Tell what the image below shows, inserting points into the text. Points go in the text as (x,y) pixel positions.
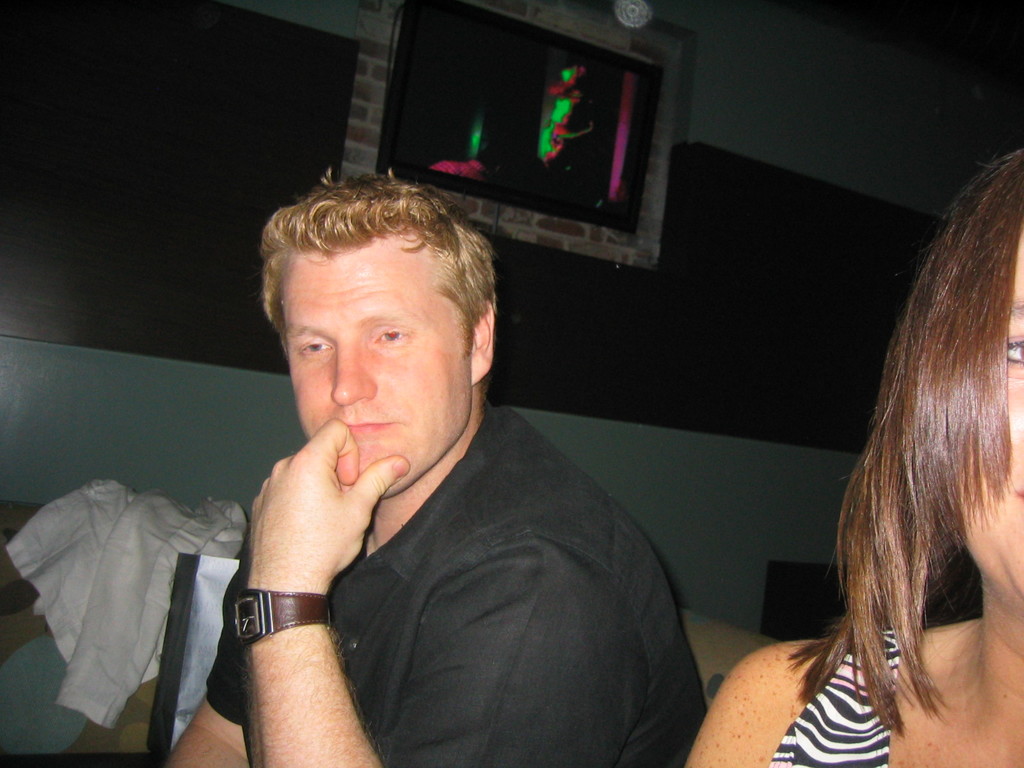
In this image I see a man (508,471) and a woman (1003,720) and I see that this man (489,593) is wearing black shirt (410,619) and I see a white cloth (132,581) over here and in the background (119,200) I see the wall (608,376) and I see a TV (446,132) over here and on the screen (547,110) I see that it is colorful.
